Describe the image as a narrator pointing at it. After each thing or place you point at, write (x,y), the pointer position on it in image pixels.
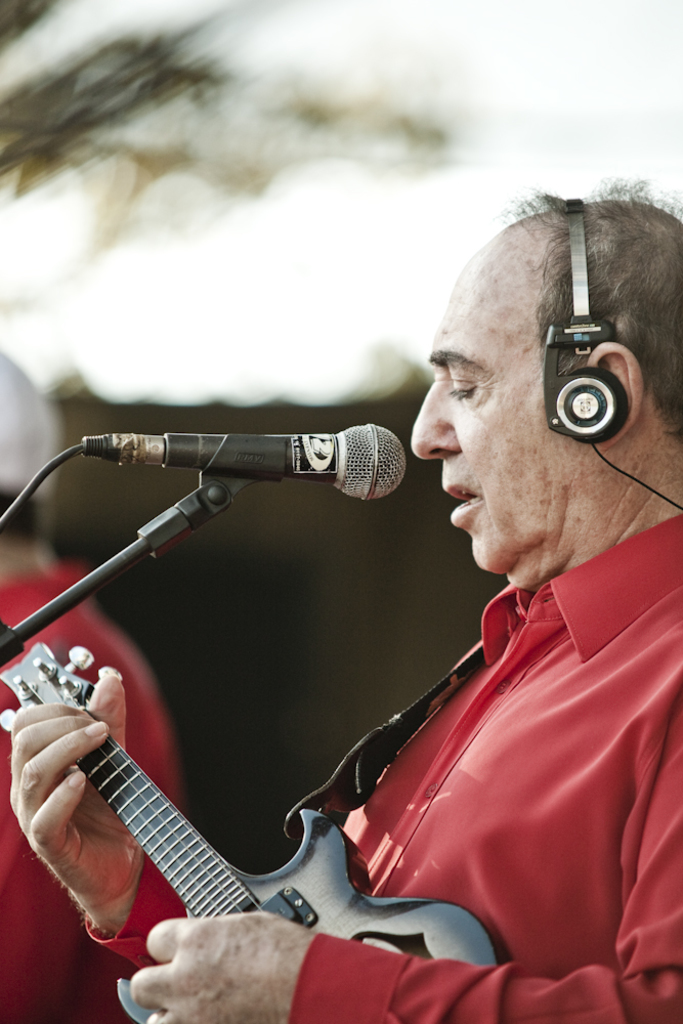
In this image on the right side (502,513) there is one man (553,292) who is wearing red shirt (466,852) and he is holding a guitar (139,777), in front of him there is one mike (346,450) it seems that he is singing and he is wearing a headset (563,408).
